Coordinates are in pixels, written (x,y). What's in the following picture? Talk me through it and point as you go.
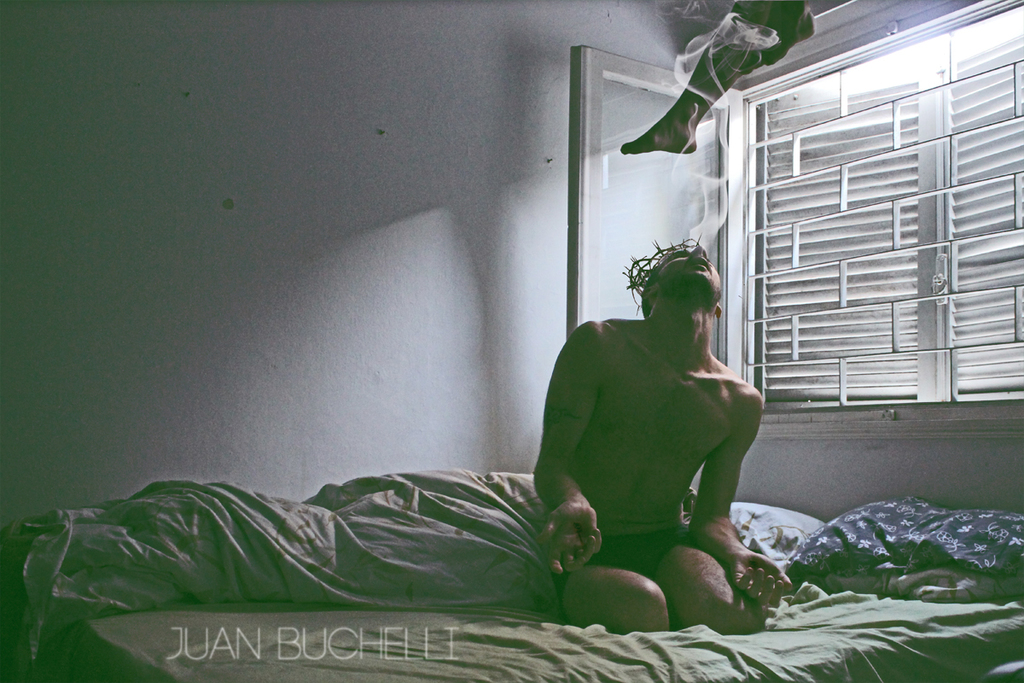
In this image in the center (581,448) there is one bed (327,606), on the bed (267,619) there are some blankets (863,574) pillows (858,555) and one person (653,502) is sitting and smoking. And in the background (553,314) there is a wall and a window (730,249) and on the top (726,85) there is another person (710,90).
